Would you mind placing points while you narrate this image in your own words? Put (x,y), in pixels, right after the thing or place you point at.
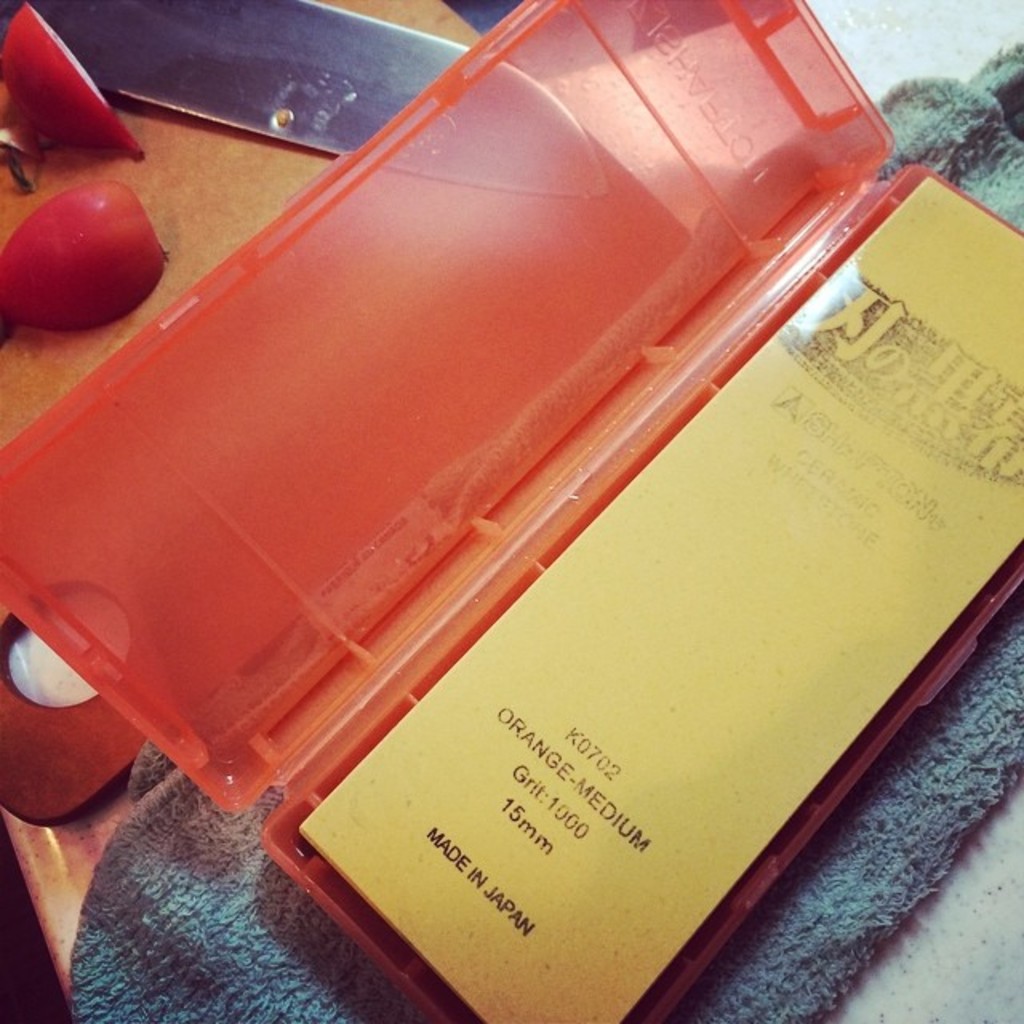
In this image there is a knife (408,164), box (556,421), cloth (217,994) and a few other objects (521,839) on the platform (989,971).
